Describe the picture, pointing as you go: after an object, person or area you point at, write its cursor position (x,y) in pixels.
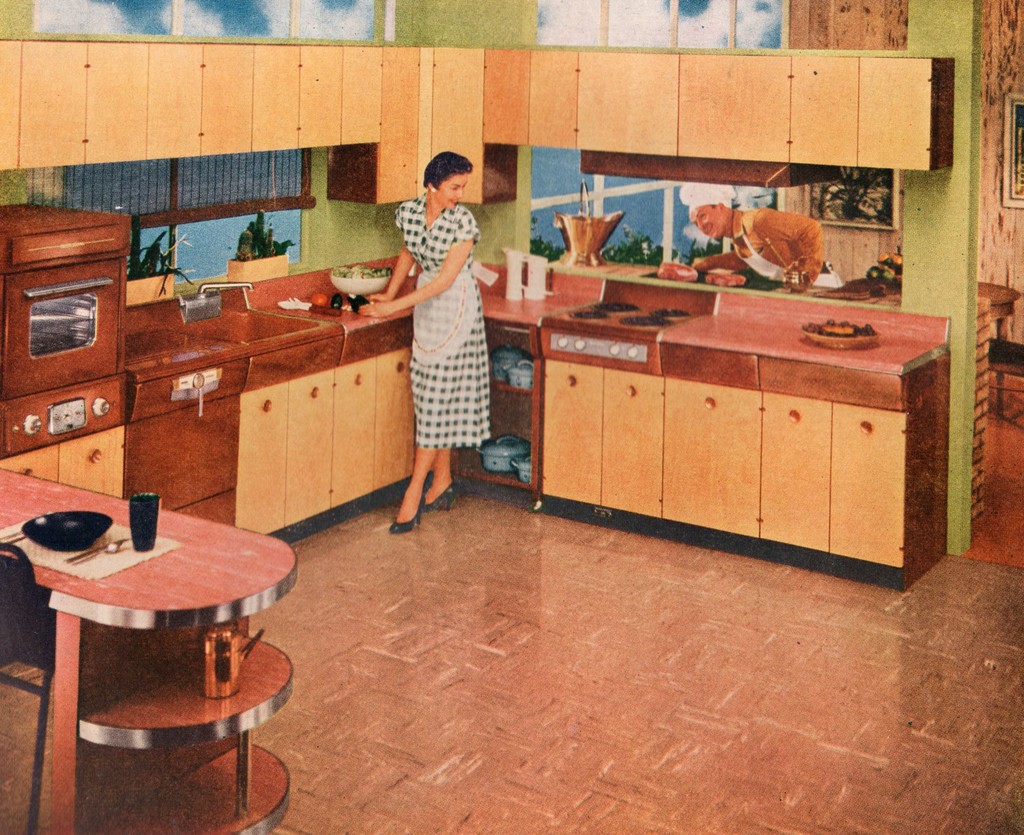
In this image there is a wooden platform (705,318). On top of it there are some objects (58,526). There are cupboards (648,421). There is a person (472,368) standing on the floor (519,597). Behind her there is another person (803,243).
